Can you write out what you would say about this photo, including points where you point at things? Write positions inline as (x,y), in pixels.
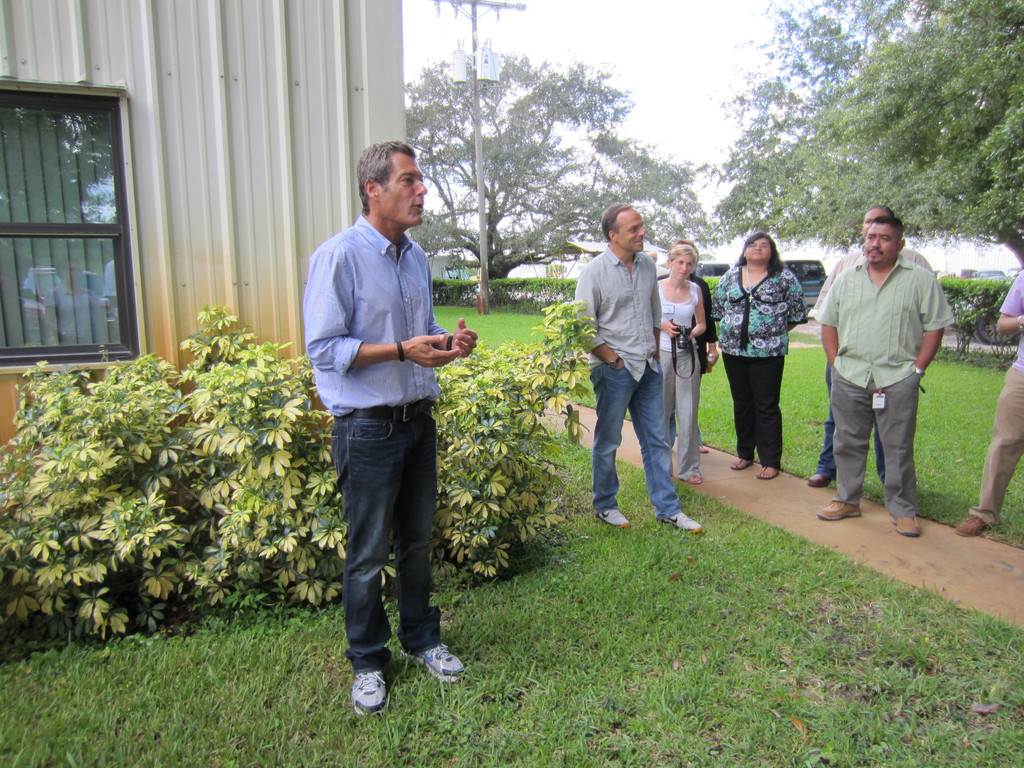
In the center of the image (412,447) we can see a man (369,256) standing and talking. He is wearing a blue shirt (367,294). On the right (699,363) we can see people (610,506). In the background (498,221) there is a pole (485,227), trees (1006,143), car (783,264), bushes (486,452) and a shed (155,124). At the top (552,31) there is sky (594,28).
